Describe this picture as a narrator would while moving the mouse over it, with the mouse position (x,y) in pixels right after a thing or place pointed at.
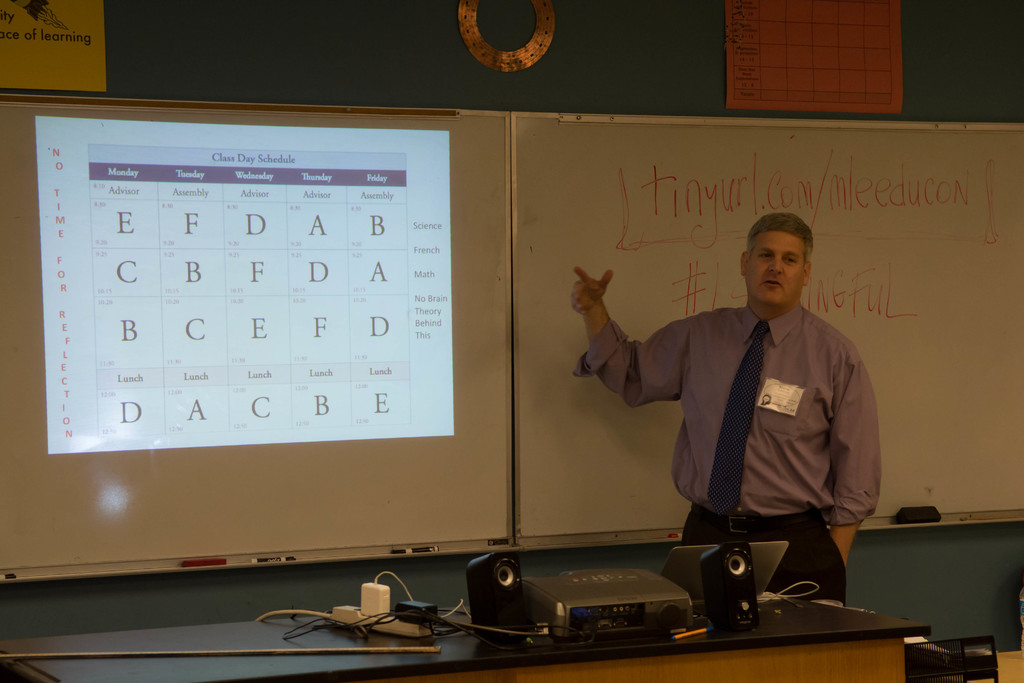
At the bottom of the picture (266,674), we see a black table (510,653) on which adapters (377,611), extension box (379,626), scale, projector (622,625), laptop (771,551), pen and a speaker box (712,573) are placed. Beside that, we see a man (684,319) is standing and he is trying to explain something. Behind him, we see a white color board (707,285) with some text (899,304) written on it. On the left side (197,169), we see the projector screen (141,240) which is displaying some text (166,301). In the right bottom (925,648), we see a black color object (937,648). In the background (570,75), we see a wall (321,56) on which posters (745,94) or charts (837,86) are pasted.
